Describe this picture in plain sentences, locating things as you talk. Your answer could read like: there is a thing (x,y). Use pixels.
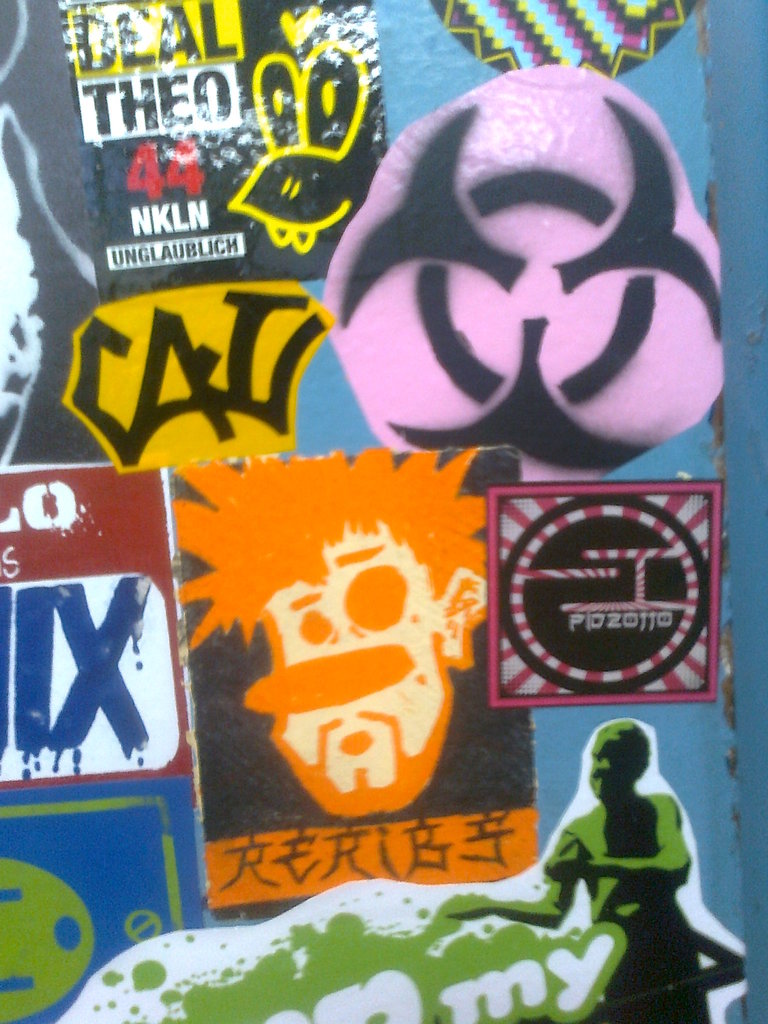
In the image in the center (362,624) we can see one poster (325,504). On the poster (264,549), we can see one human face (318,577). And we can see something written on the poster (310,480).
